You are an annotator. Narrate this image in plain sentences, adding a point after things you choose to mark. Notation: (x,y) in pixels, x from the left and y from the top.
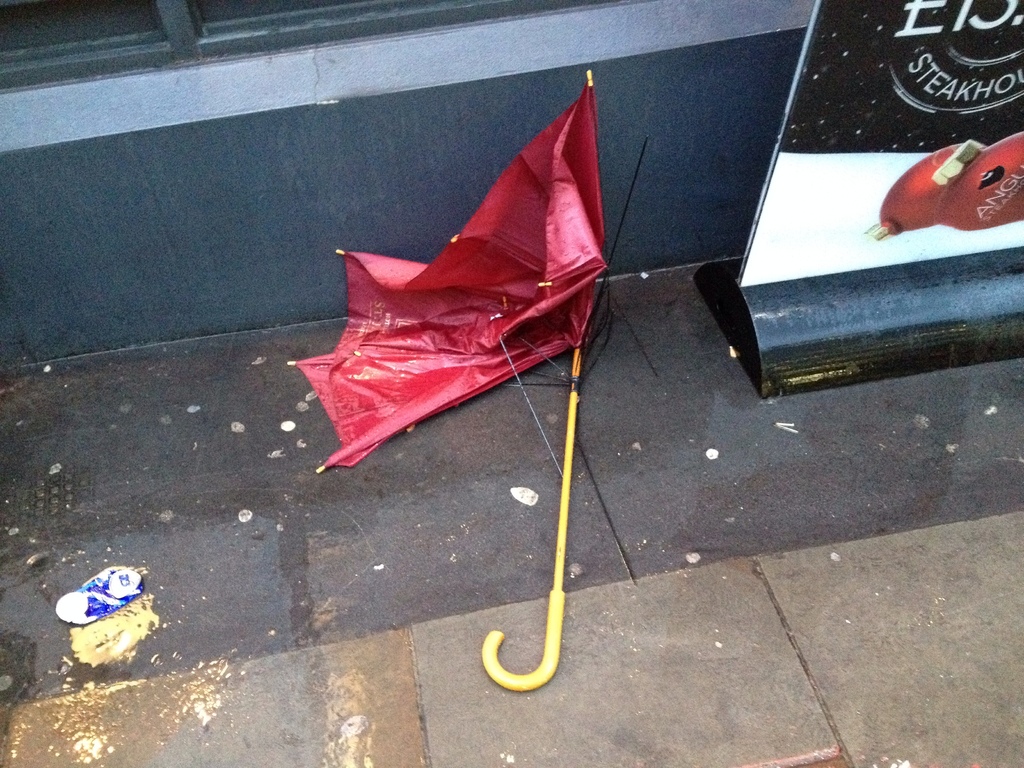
In this image we can see an umbrella (554,294) and a board (932,101) with some text (932,92) and image (952,225) on the ground (814,506), in the background (367,176) we can see the wall (353,192).
